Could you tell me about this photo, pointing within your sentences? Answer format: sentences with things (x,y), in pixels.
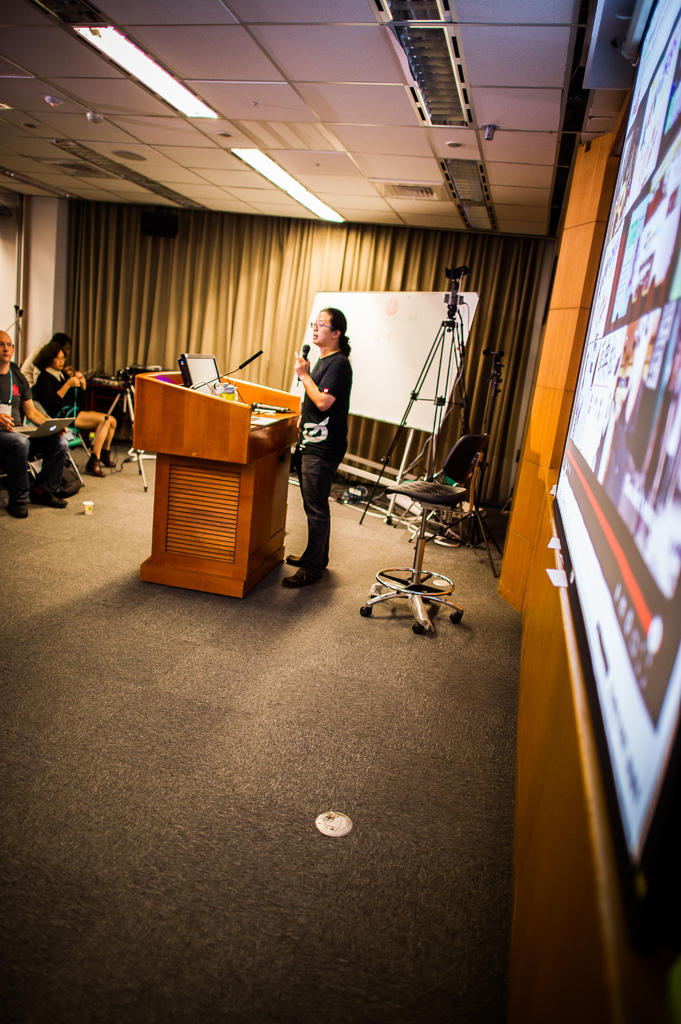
In this image, we can see a person (318,414) is holding a microphone (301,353) and standing near the podium (231,485). Here we can see a monitor (217,375), few objects (266,412), microphone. At the bottom (321,732), there is a floor (348,812). Right side of the image (632,538), we can see a screen (638,480), wall (523,596), chair (405,589), stands (496,576). Background (405,347) there is a curtain (266,337) and board (409,333). Left side of the image (67,383), we can see few people (75,372) are sitting. Top of the image (246,187), there is a ceiling (245,163) with lights (155,77).
